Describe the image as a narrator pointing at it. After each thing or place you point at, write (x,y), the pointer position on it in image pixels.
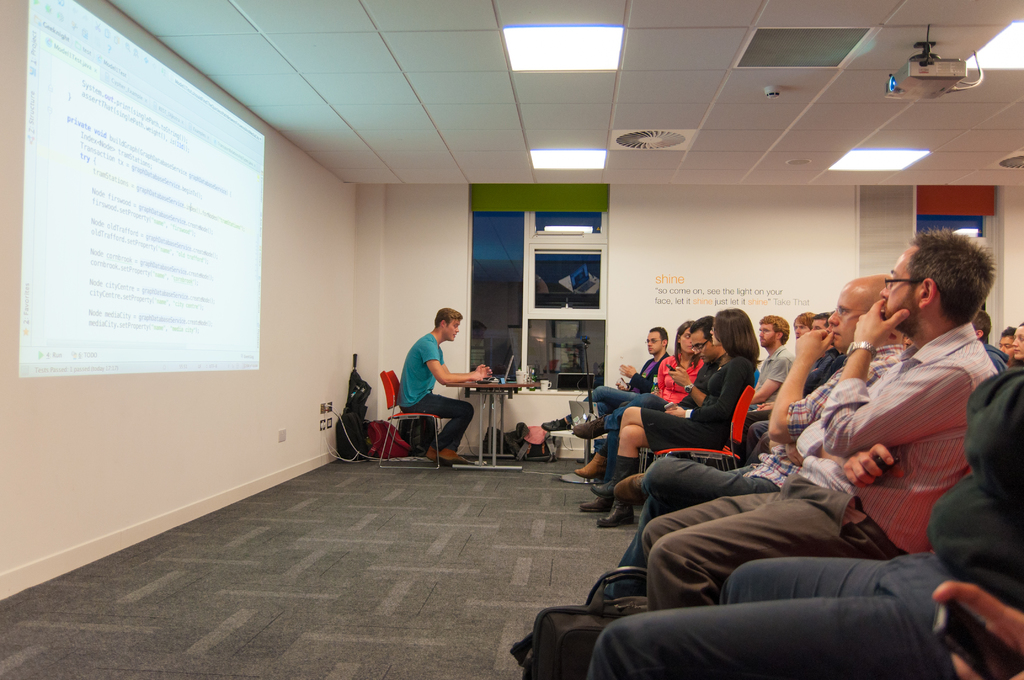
There are many people (752,468) sitting on chairs (741,411). In the corner a person (426,369) wearing a blue dress (418,383) is sitting on a chair (436,418). In front of him there is a table (502,385). On the table (497,386) there is a laptop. In the background (228,398) there is wall (372,266). On the wall (278,264) there is a screen (187,291), window (521,298). Near the window (555,341) there is a cup (546,385). Also there are wires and sockets (327,413) in the wall (313,414). On the floor (363,506) there are bags (360,413). In the ceiling (852,94) there is a projector (932,79) and lights (578,66).
